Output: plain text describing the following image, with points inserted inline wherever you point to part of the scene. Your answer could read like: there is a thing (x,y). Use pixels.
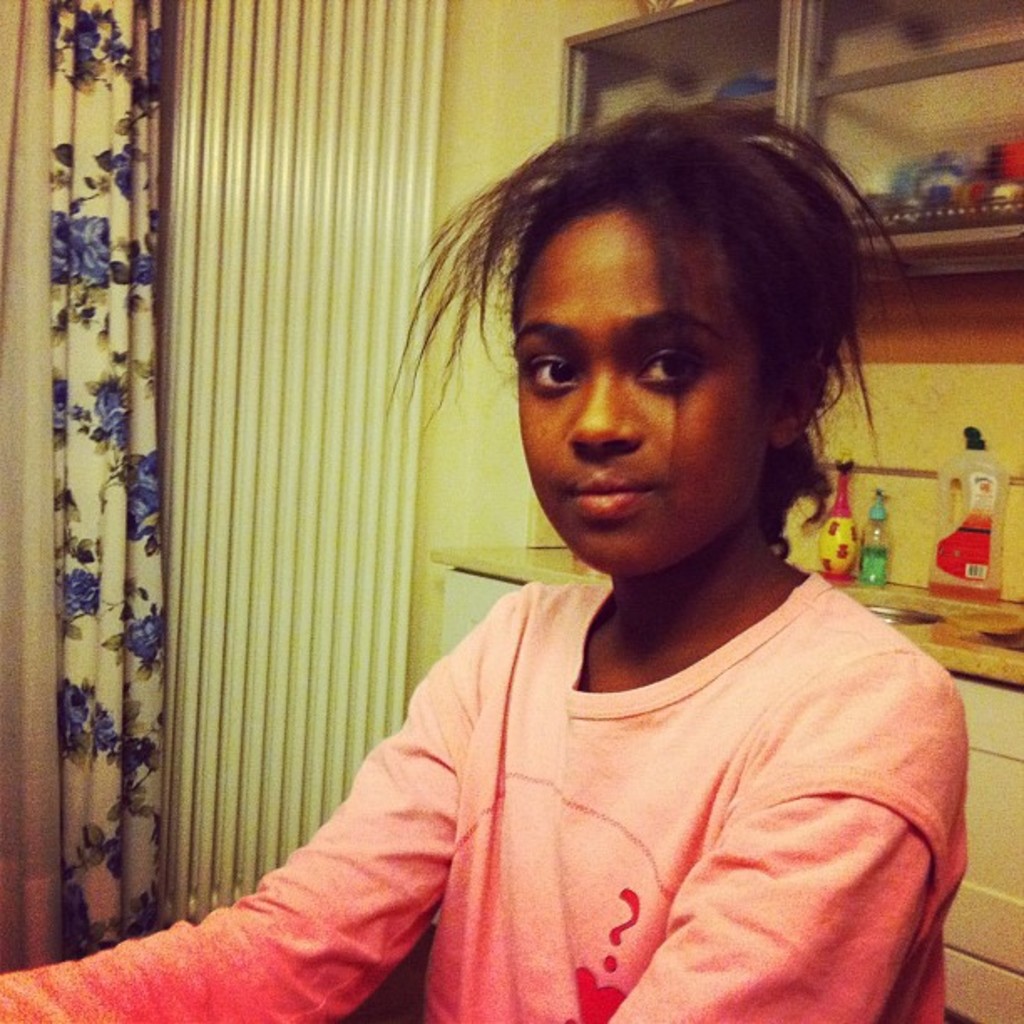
In this image we can see a girl (572,650). In the background (869,528) we can see wall (856,520), curtain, bottles (849,537) on the sink table (855,590), objects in the cupboard (810,124) and it has glass doors (837,104).
